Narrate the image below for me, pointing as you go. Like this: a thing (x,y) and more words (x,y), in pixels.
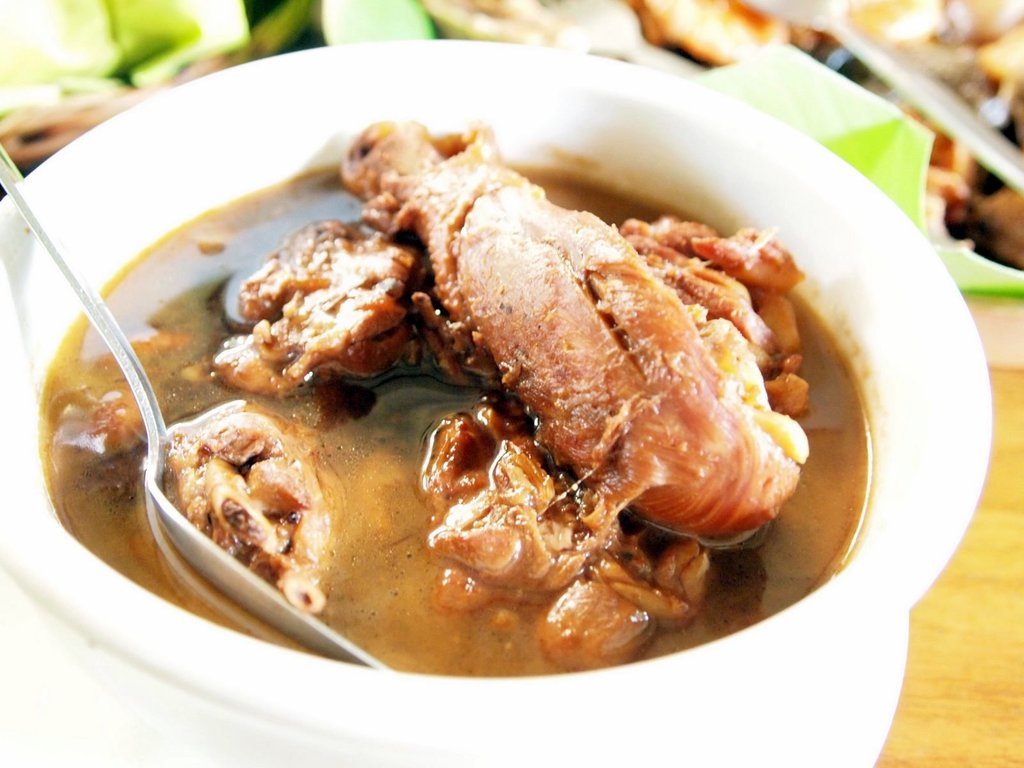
In the image I can see a spoon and food item (448,383) in a white color bowl (30,503). The bowl (441,99) is on a wooden surface (1012,617). In the background (607,25) I can see some other objects (149,14).
